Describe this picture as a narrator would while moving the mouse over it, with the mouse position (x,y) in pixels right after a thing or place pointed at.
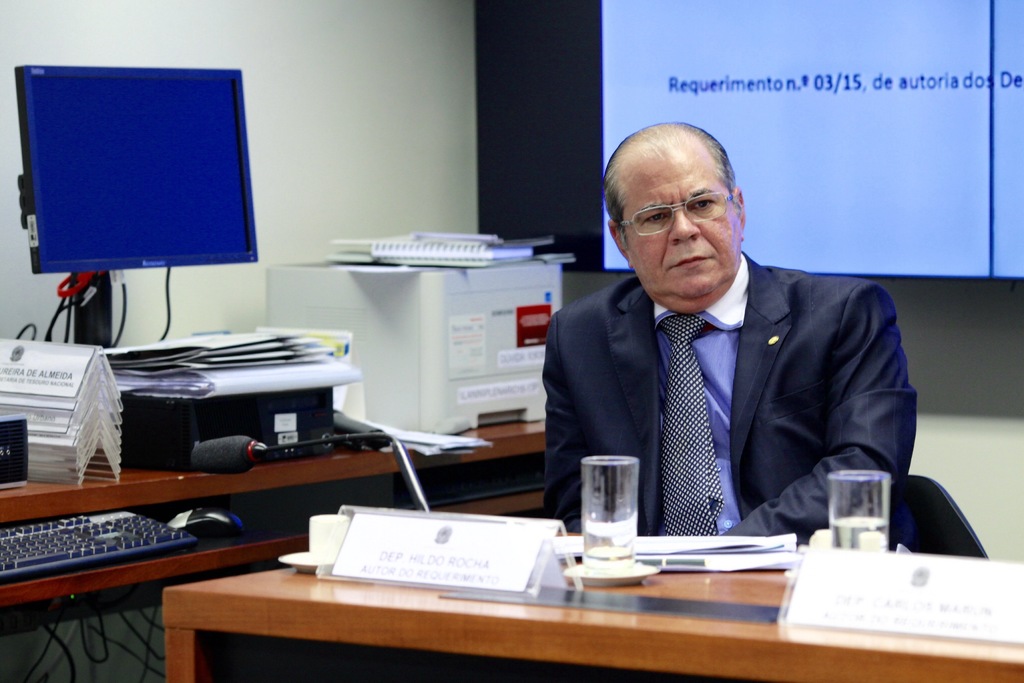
In this is a man (697,396) sitting on top right (702,166) and there is a computer (196,260) at left (145,188) and there is a table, with water glasses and there is a screen (818,50) in the backdrop (546,181).
